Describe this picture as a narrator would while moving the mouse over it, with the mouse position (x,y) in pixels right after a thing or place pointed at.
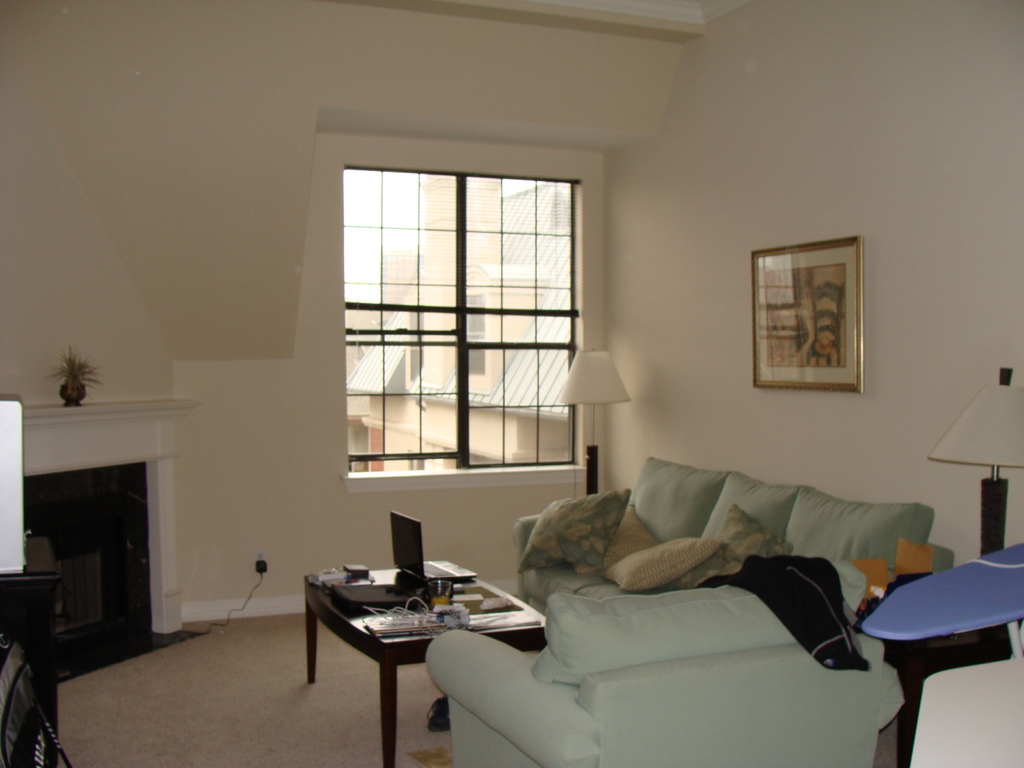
in this image i can see a green color sofa (684,627), cushions (652,560) on it. in front of it there is a table (388,638), a laptop (415,563) on it. behind that there is a wall (432,556) with a photo frame (779,326). at the center (528,293) there is a window (525,313).
